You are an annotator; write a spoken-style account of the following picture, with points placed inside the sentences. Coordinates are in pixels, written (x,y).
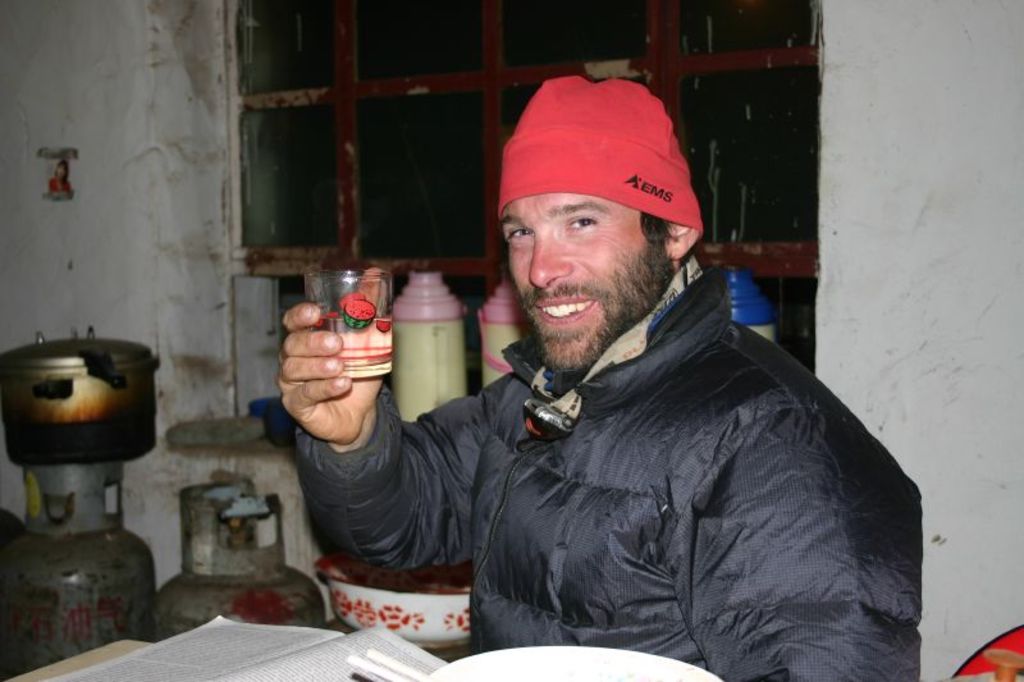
In this image I can see the person (638,455) wearing the black color jacket (613,494) and red color cap (572,183) and holding the glass (375,358). To the side there is a book (401,656) on the table (136,644). In the background (88,571) I can see the cylinders (89,552), cooker (140,389) and the bottles (397,308). I can also see the window (395,292) in the back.
